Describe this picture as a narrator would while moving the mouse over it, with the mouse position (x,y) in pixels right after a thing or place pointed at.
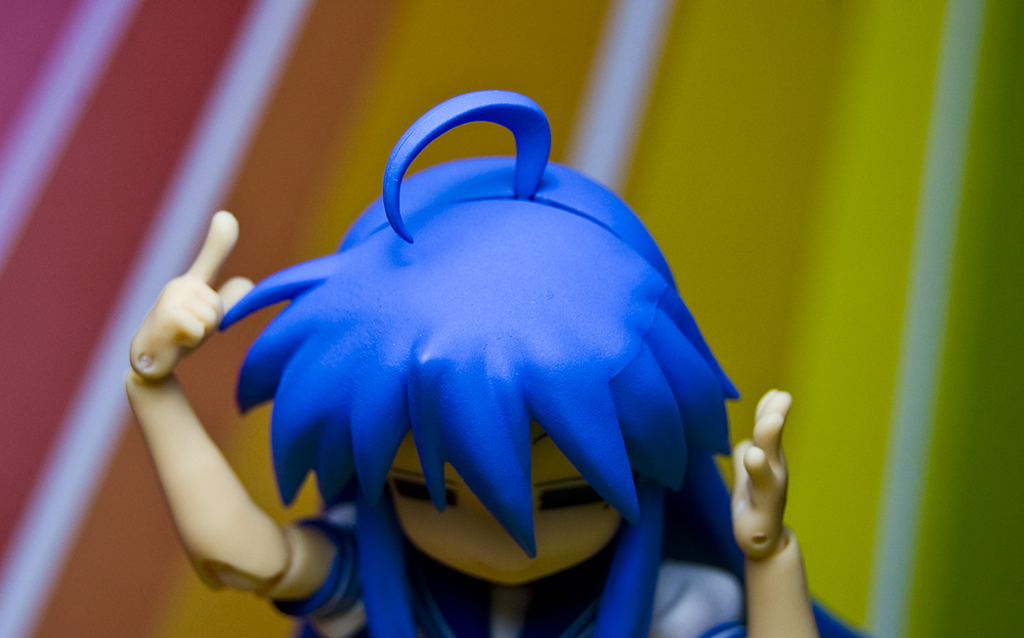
In this picture there is a toy (515,477). At the back (192,208) there are multiple colors.
